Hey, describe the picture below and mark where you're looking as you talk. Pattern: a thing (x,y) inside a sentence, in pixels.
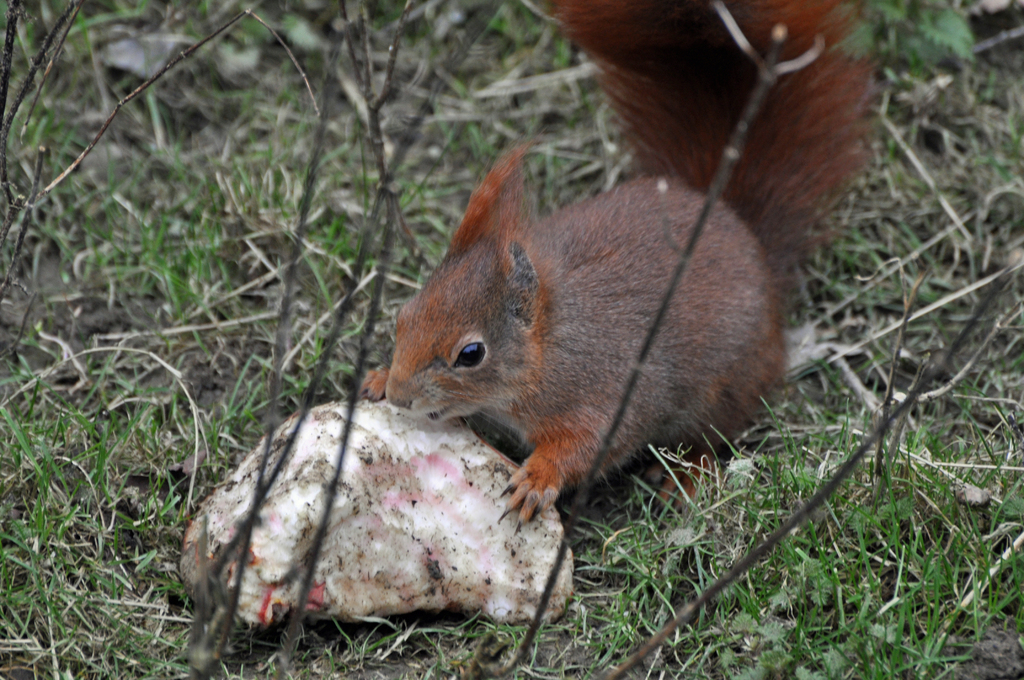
In this picture we can see a squirrel (636,272) and an object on the ground (681,523) and in the background (410,87) we can see the grass (95,515).
